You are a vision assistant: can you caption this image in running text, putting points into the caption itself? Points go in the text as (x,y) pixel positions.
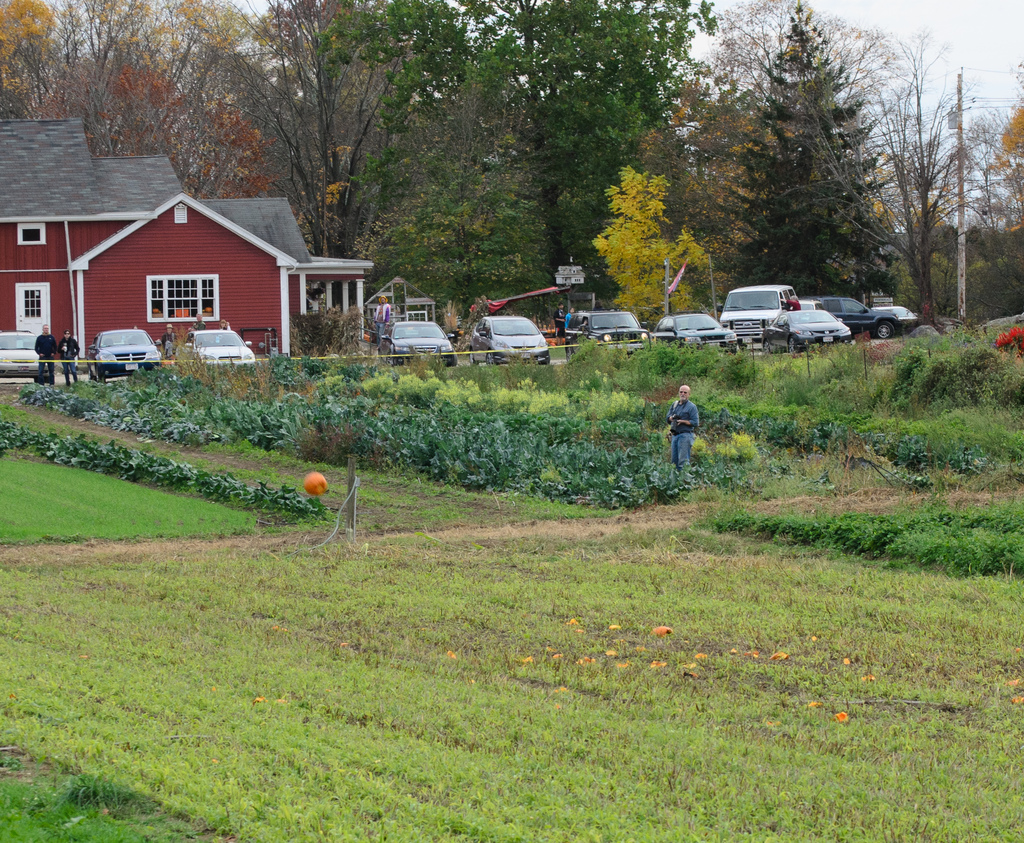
In this picture we can see some grass (839,832) on the ground (401,489). There are some plants (871,359) and a few vehicles (577,319) on the path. We can see a house (121,300) on the left side (53,161). There are few trees (1020,114) in the background (1013,102).
